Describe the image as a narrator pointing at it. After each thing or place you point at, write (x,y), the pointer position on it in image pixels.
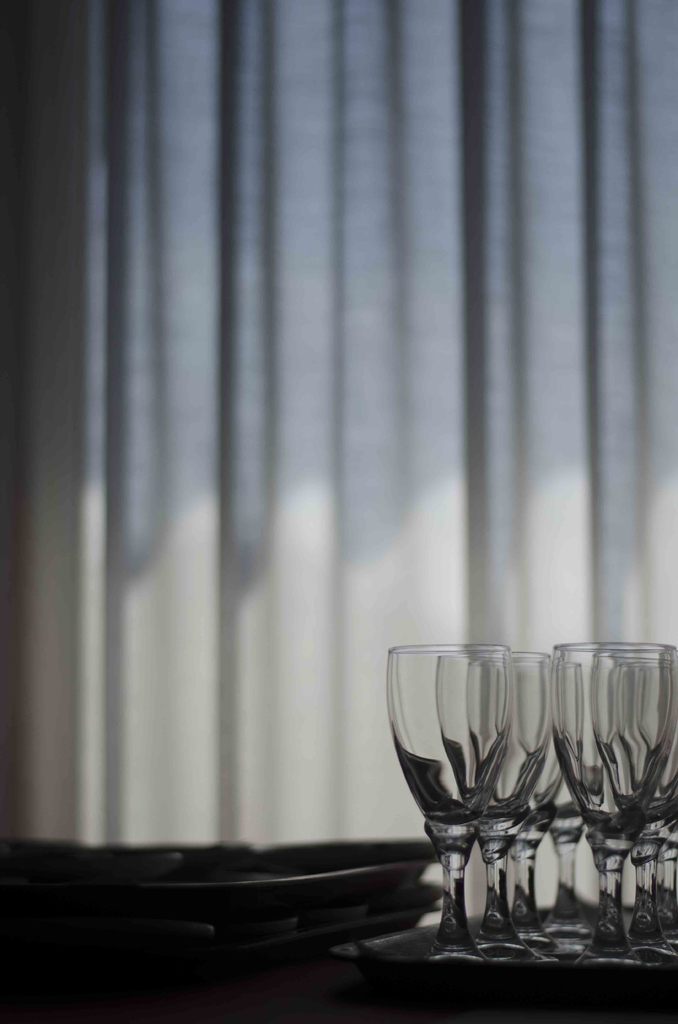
In this picture I can see wine glasses (464,716) on the right side (475,739). I can see the curtain (247,338).
